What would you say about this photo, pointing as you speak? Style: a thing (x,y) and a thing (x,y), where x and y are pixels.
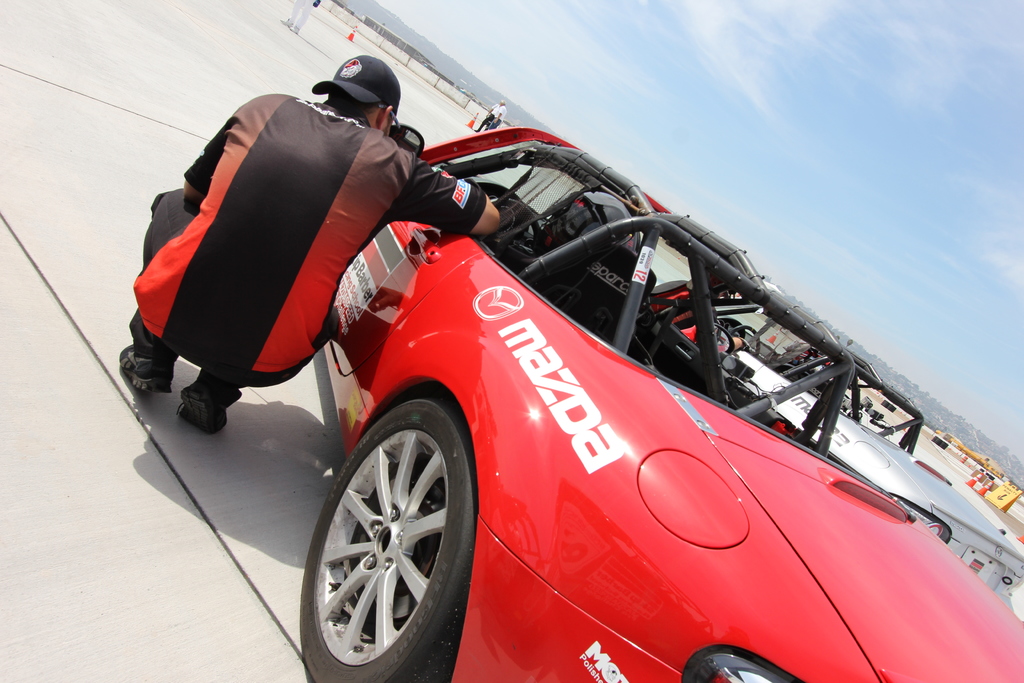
The man (367,202) in black and red T-shirt (293,232) who is wearing a black cap (325,90) is in squat position. Beside him, we see two cars (587,365) which are in red and white color are parked on the road (287,42). In front of them, we see two men (502,111) are standing. Beside them, we see traffic stoppers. On the right side (980,478), we see a caution board (1003,495) and traffic stoppers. In the right top of the picture (832,92), we see the sky (891,158).
